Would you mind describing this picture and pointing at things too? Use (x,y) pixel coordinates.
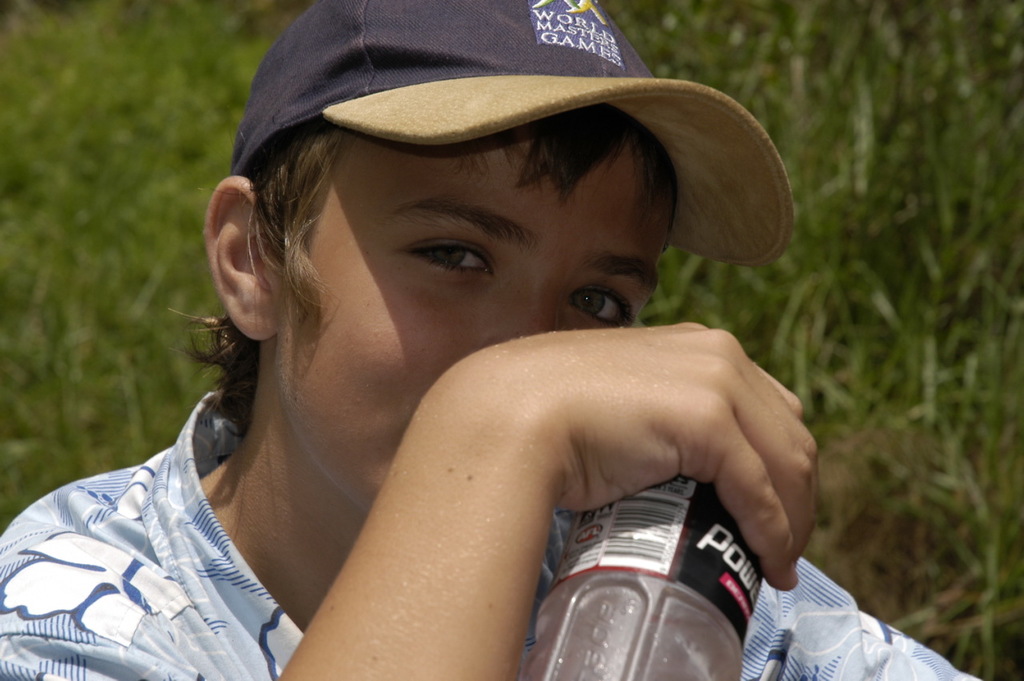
In this picture we can see a person (247,648) who is holding a bottle (677,597) with his hand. He wear a cap (578,74). On the background (159,72) there is grass (102,131).
